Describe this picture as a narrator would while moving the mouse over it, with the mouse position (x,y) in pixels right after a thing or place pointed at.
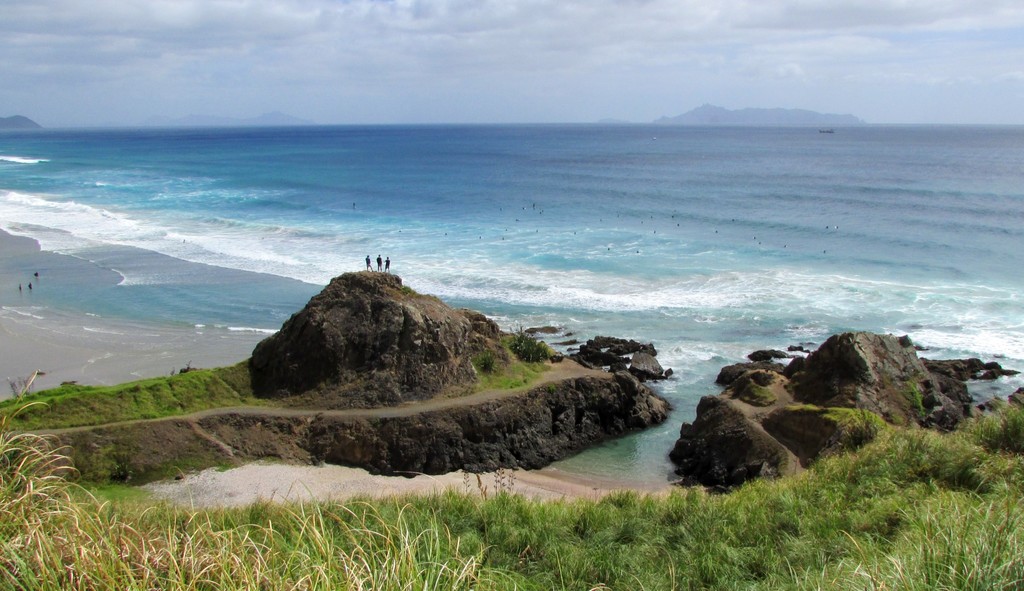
In this image I can see the grass (158,537) and the rocks (409,388). To the side of the rocks (355,348) I can see few people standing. In the background (445,205) I can see the water (434,218), clouds (390,6) and the sky (252,90).
